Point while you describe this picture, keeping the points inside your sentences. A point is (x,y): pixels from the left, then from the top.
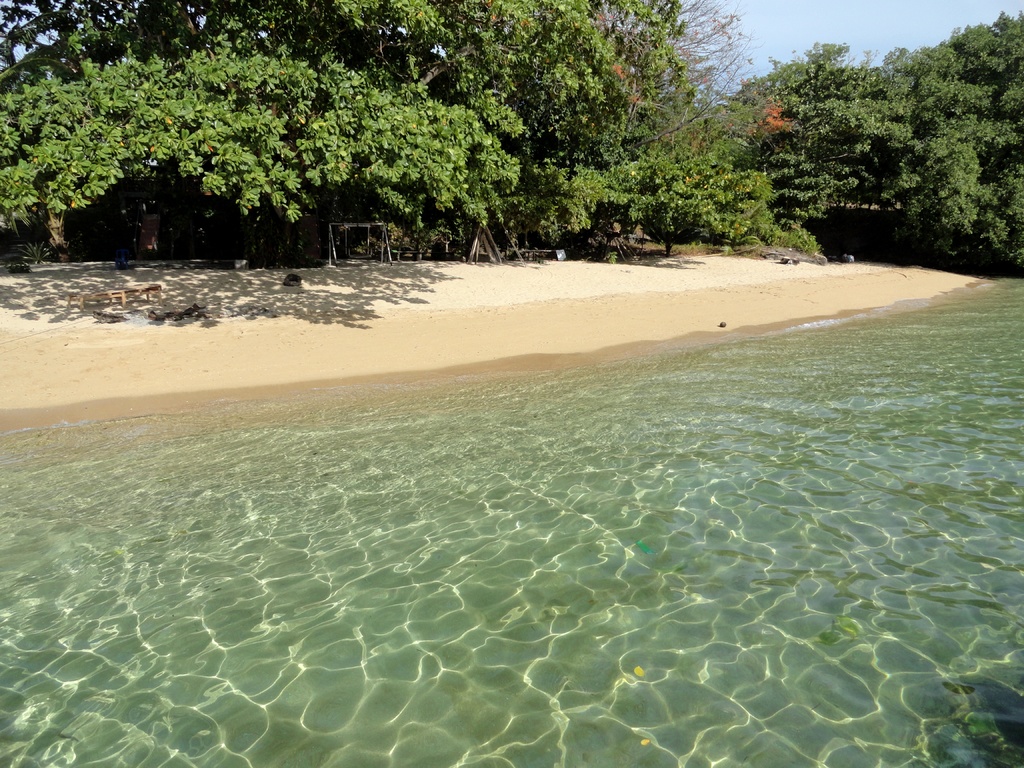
In this picture we can see the beach view (522,567). In the front (604,647) we can see water (497,634). Behind there is sand (362,262) and some trees (199,141).
